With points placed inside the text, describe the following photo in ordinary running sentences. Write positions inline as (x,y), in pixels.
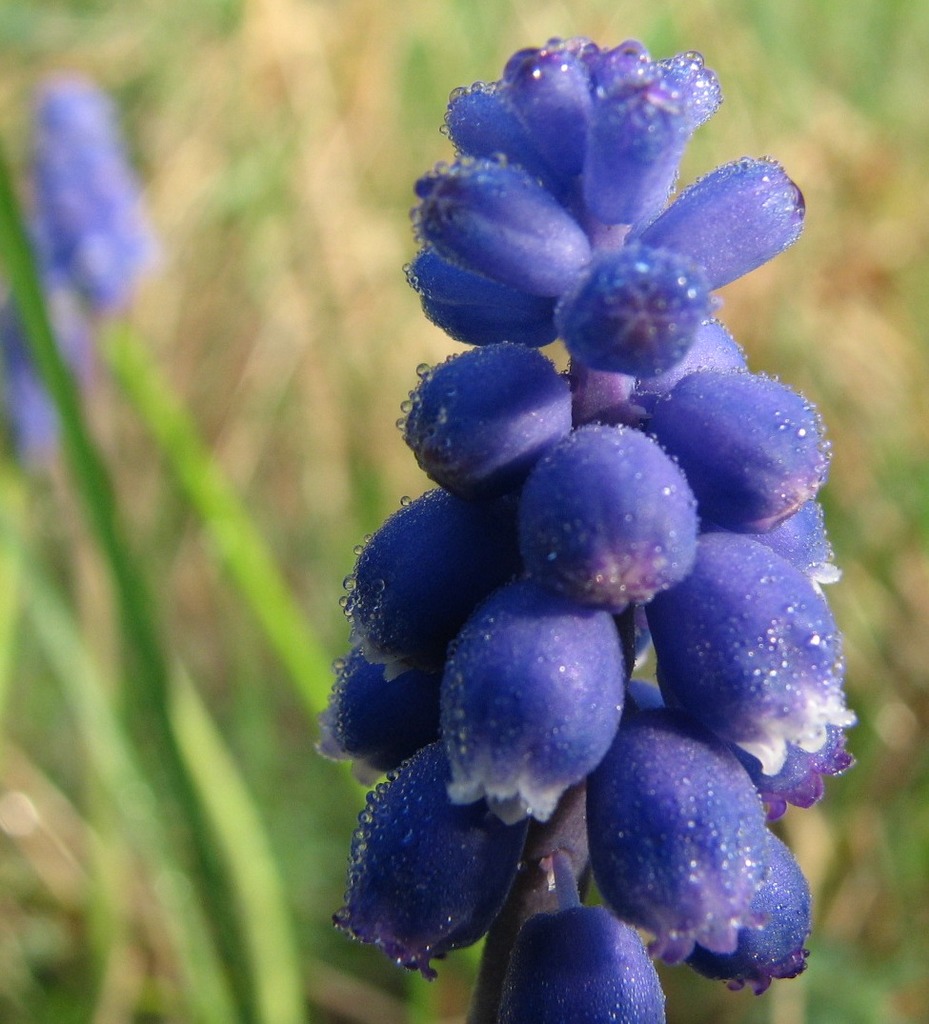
in this picture there is a flower plant (597,487) on the right side of the image (788,475), which is purple in color and there are other plants (309,198) in the background area of the image (23,236).
